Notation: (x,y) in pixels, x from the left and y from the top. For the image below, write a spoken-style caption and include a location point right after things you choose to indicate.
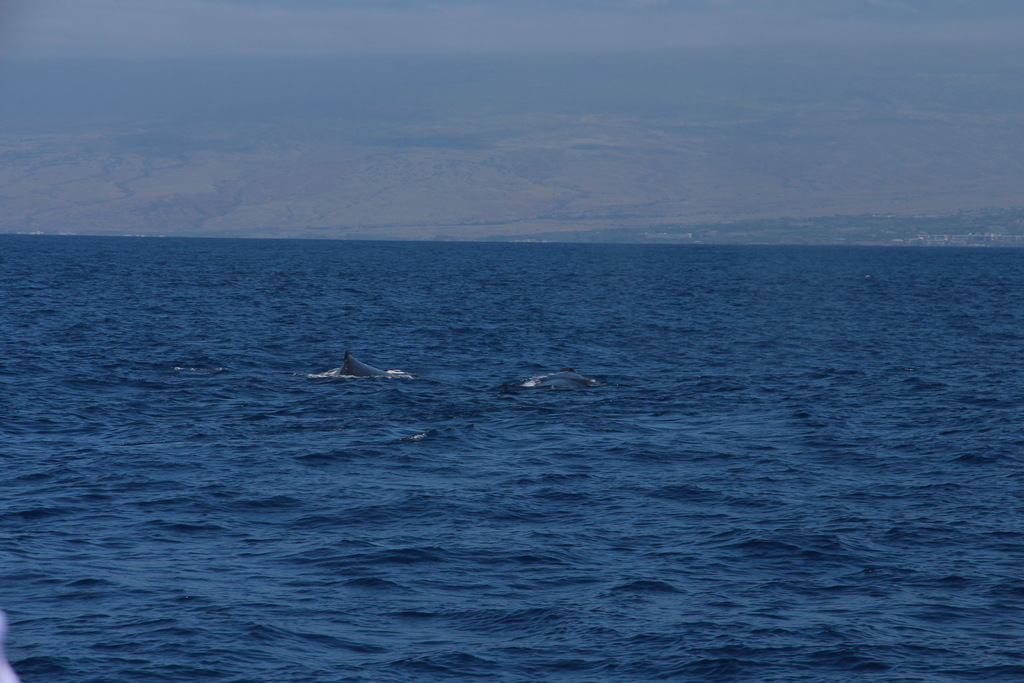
In this image I can see a water (653,477) in blue color and an aquatic animal (548,382) inside Background (469,163) is in blue and white color.
